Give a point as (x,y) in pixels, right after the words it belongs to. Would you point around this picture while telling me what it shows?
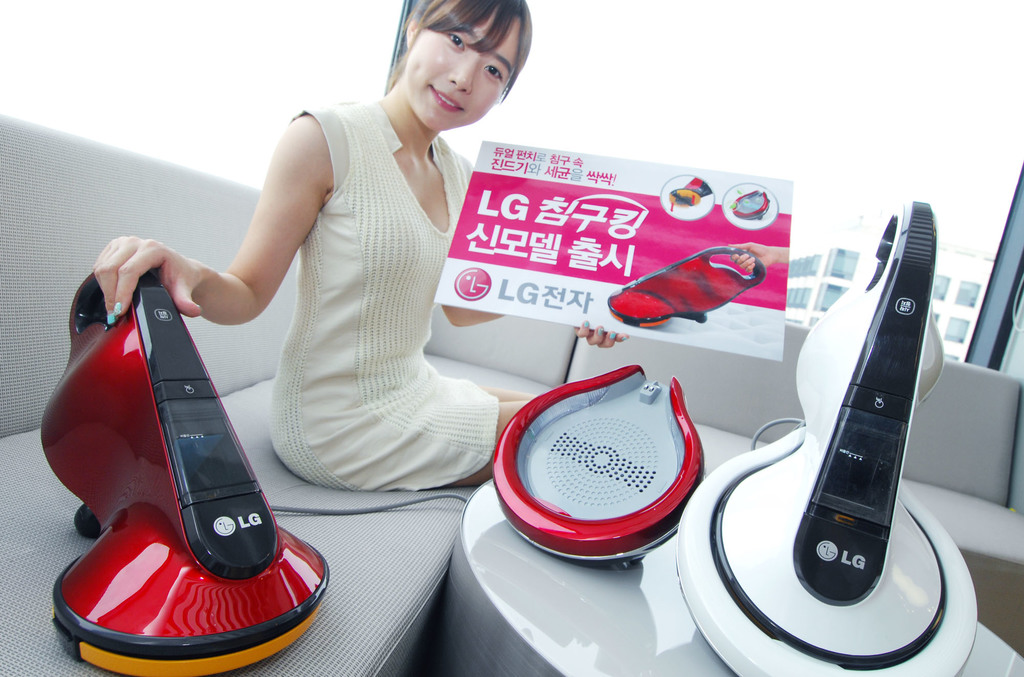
In this picture we can see a woman (425,294), she is seated on the sofa (285,325), and she is holding a placard (691,235), in front of her we can see few machines (755,481), in the background (836,244) we can see a building (820,259).
